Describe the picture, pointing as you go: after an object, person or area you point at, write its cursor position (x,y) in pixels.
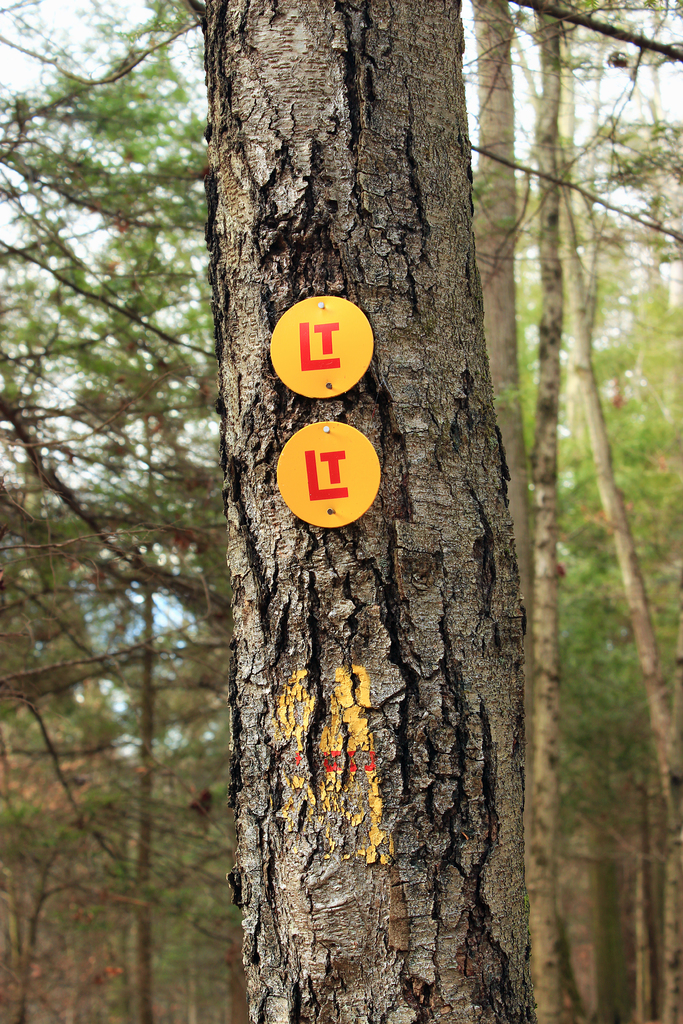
In this image, there are a few trees (588,607). We can see some yellow colored objects (328,367) with text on the trunk (332,556) of one of the trees (254,80). We can also see the sky (19,329).
